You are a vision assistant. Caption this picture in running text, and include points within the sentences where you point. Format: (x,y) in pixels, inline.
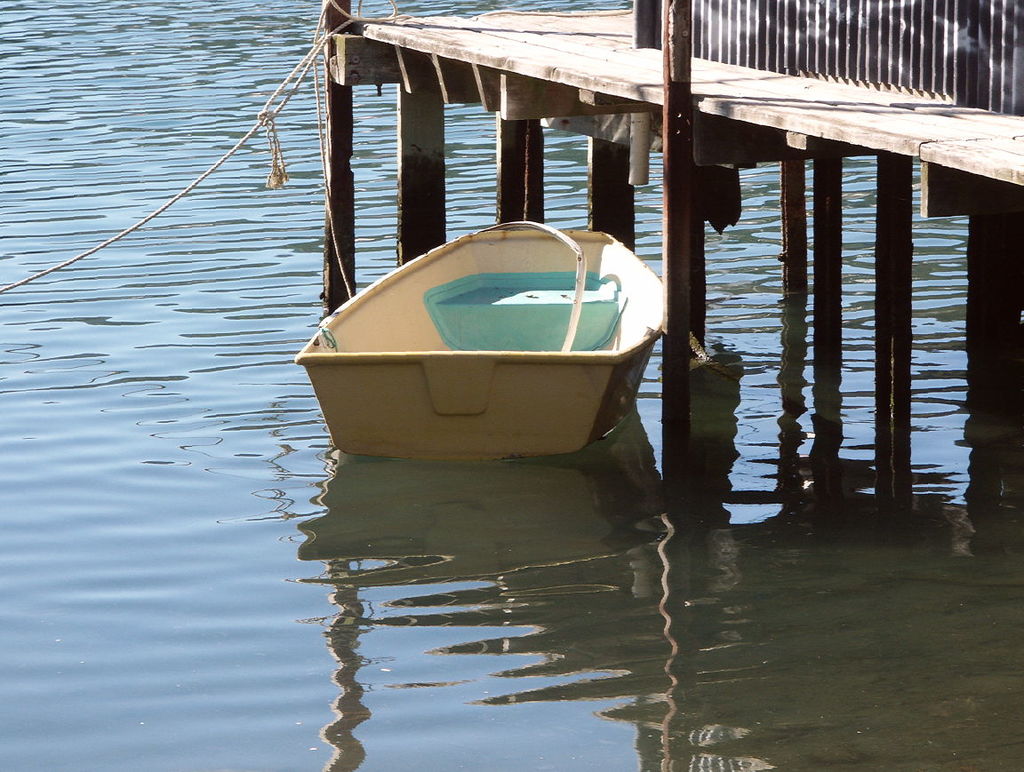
In this picture we can see a boat (466,452) in the water (412,506), and the boat (384,321) is tied with rope (298,71), beside to the boat (581,341) we can find a metal rod (672,347) and a bridge (542,82).
